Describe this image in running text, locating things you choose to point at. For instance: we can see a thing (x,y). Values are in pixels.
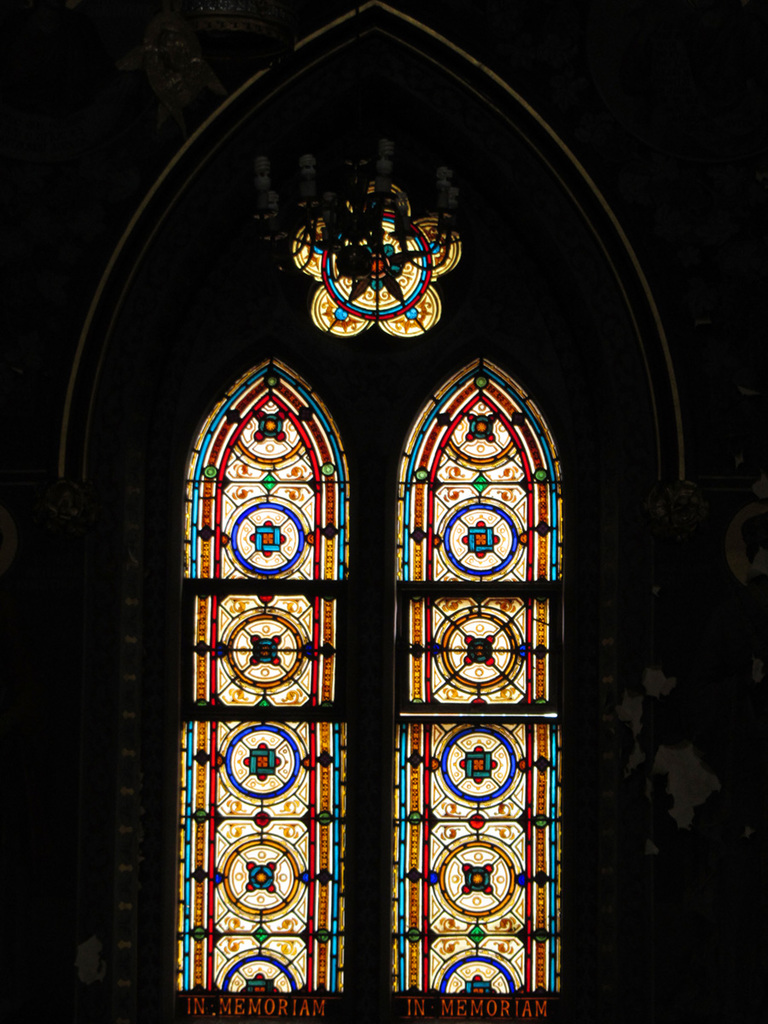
In this picture we can see windows (293,546), frames (478,1021) and some objects (407,220) and in the background (602,80) it is dark.
